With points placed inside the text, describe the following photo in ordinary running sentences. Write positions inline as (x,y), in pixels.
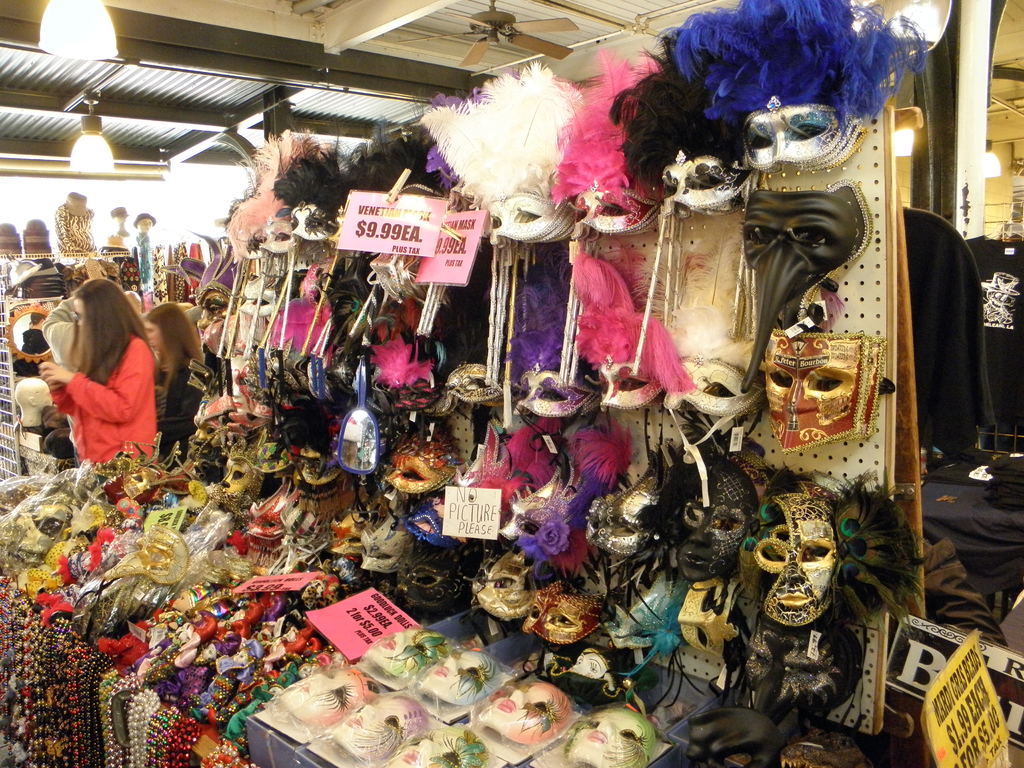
In this image we can see a shop (297,429) in which there are some masks (374,380), chains (25,605) and some persons (123,369) standing and top of the image (150,57) there is roof (2,99), lights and fan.
